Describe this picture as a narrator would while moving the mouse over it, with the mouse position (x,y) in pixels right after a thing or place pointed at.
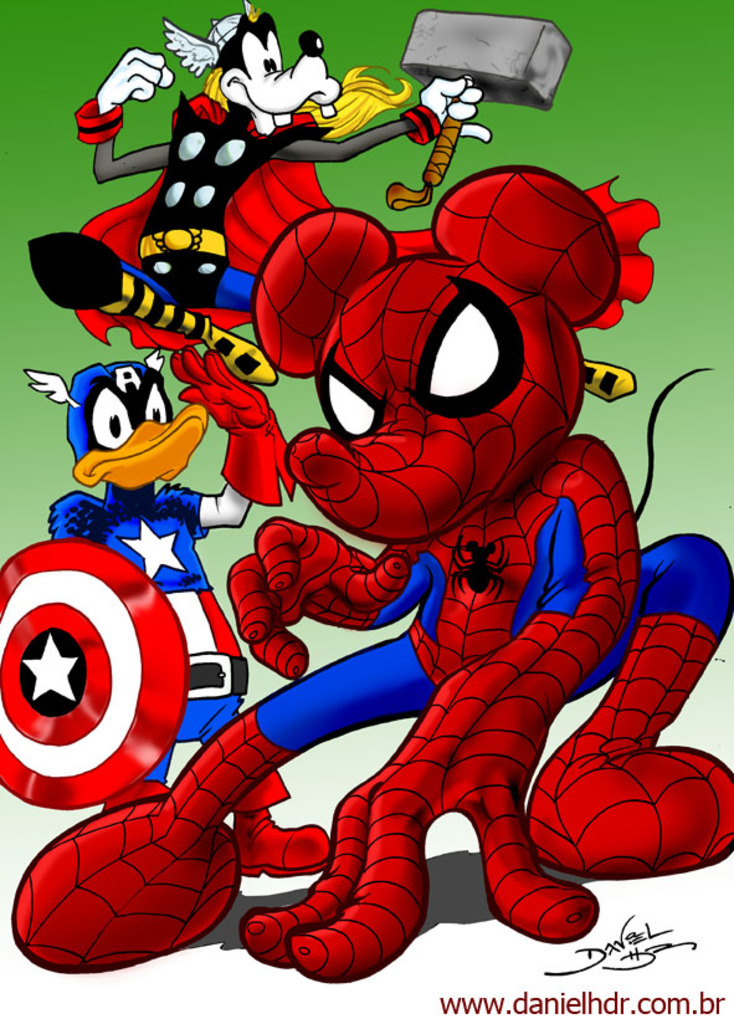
This image is a cartoon. In this image we can see spider man cartoon (460,339) and mickey mouse (262,336).
